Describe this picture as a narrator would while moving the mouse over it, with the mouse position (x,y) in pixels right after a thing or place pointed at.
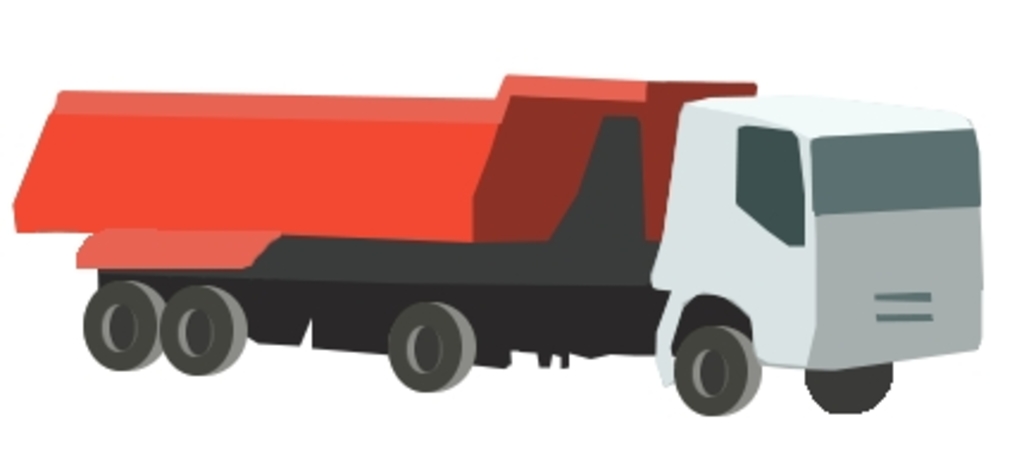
In this image we can see the depiction of a truck (656,151).
